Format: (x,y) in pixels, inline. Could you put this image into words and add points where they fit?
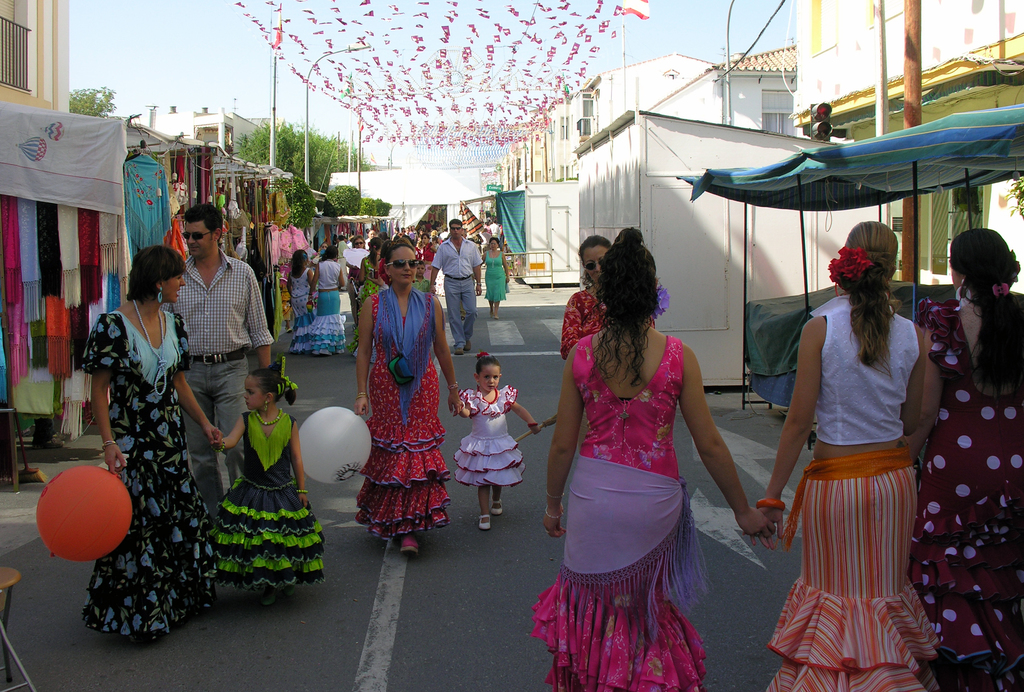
In this image we can see the buildings (54,84), two sheds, some tents (998,149), some shops (79,148), some clothes (137,215) hanged in the shops (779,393), some objects (176,208) in the shops (199,193), some objects (764,326) on the ground (40,450), one stool (5,602) on the bottom left side (17,579) corner of the image, some people (304,266) are walking on the road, some people (829,303) are standing, some people (380,234) are holding objects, two balloons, few people (176,495) holding children's hands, some poles (915,82), few lights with poles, two flags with poles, some wires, some objects (433,140) looks like small flags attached to the wires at the top of the image (421,135), some trees (301,164) in the background (335,201) and at the top (374,69) there is the sky (546,35).
